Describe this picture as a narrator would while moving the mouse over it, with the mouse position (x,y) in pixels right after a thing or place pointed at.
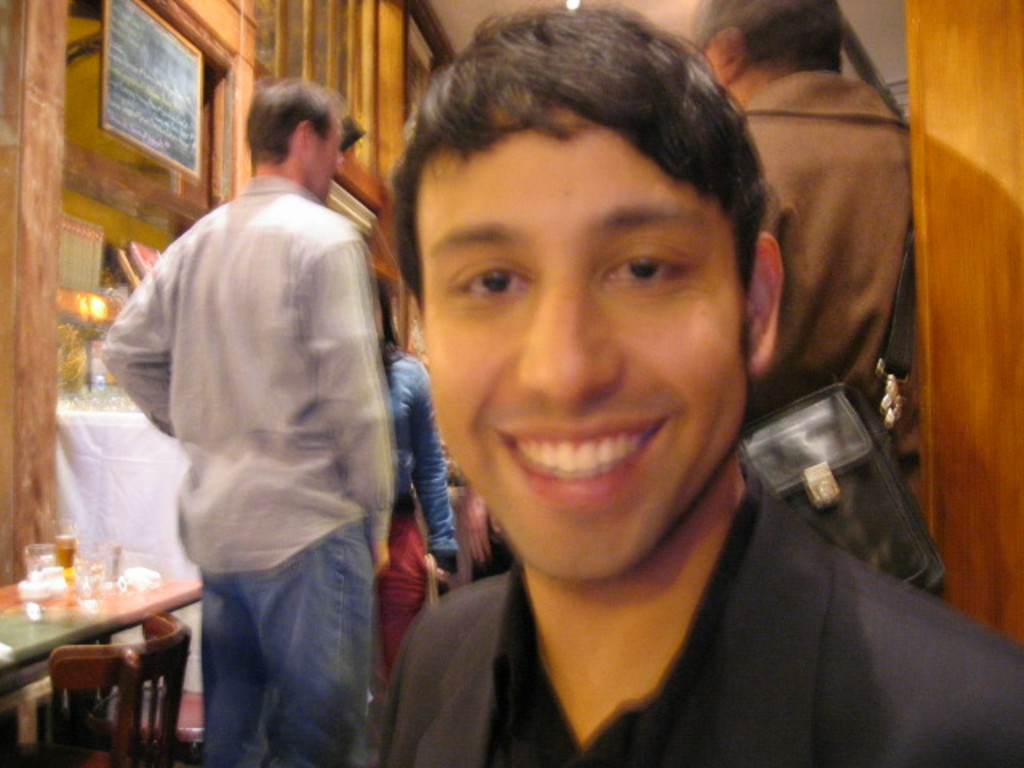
On the background (351,70) we can see cupboards (207,62) and a board (200,72). Here we can see persons (218,353) standing. We can see one man (628,623) in front of the picture and he is smiling. At the left side of the picture (130,676) we can see a chair (139,662) and a table (95,605). On the table (135,611) we can see glasses (39,571), tissue paper (4,652).
